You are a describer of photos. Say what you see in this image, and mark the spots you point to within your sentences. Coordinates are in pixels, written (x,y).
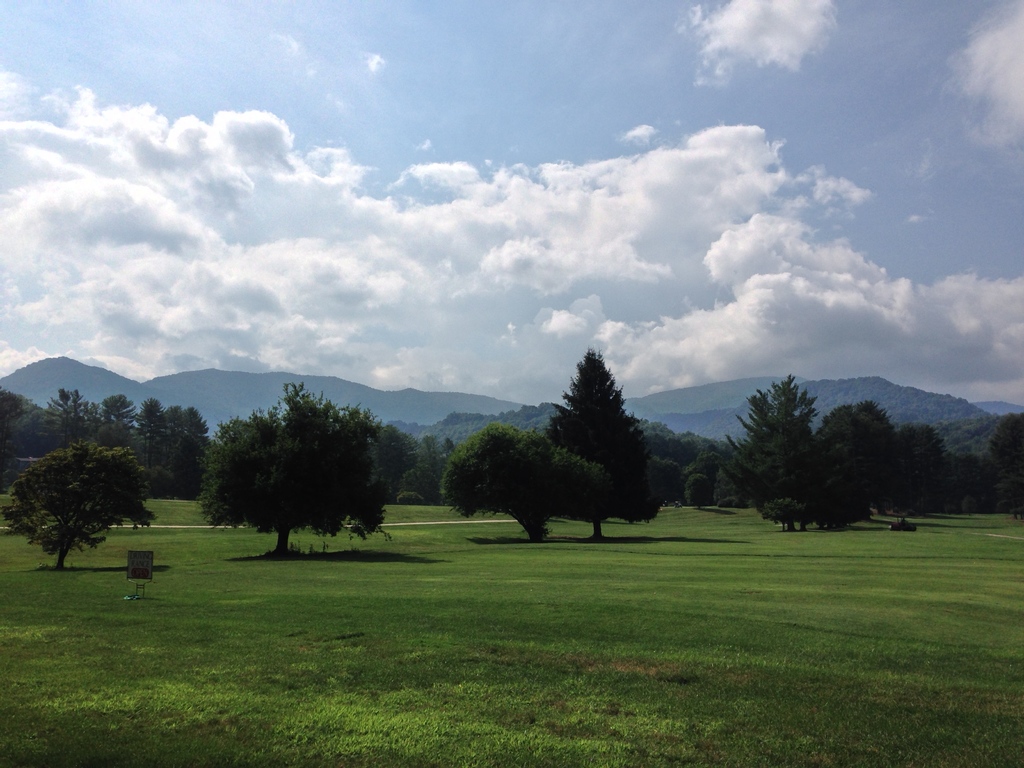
In this image we can see grass (521,635) on the ground (402,577), an object (139,584), trees (107,442), mountains (471,432) and clouds (537,253) in the sky (460,376).
